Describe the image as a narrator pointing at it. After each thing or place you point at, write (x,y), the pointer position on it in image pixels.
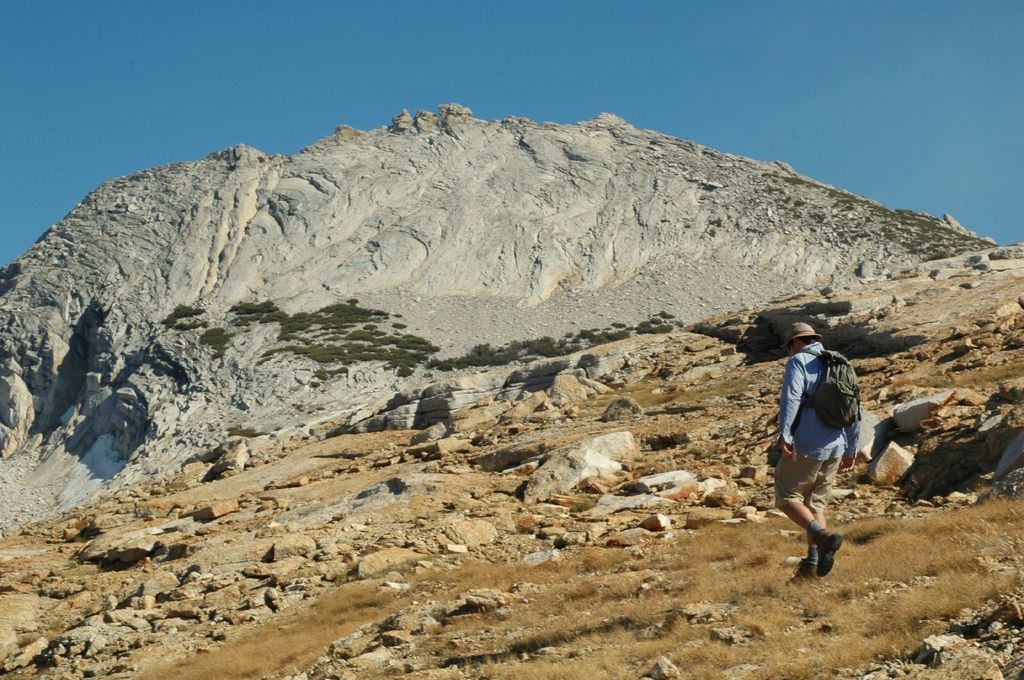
In this picture I can see a man (816,448) in front (804,359) who is wearing a bag (835,374) and I see he is wearing a hat (794,335) and I see the ground (409,493) on which there are many stones (626,433). In the background (57,281) I see the sky (381,75) and the mountain (490,248).
